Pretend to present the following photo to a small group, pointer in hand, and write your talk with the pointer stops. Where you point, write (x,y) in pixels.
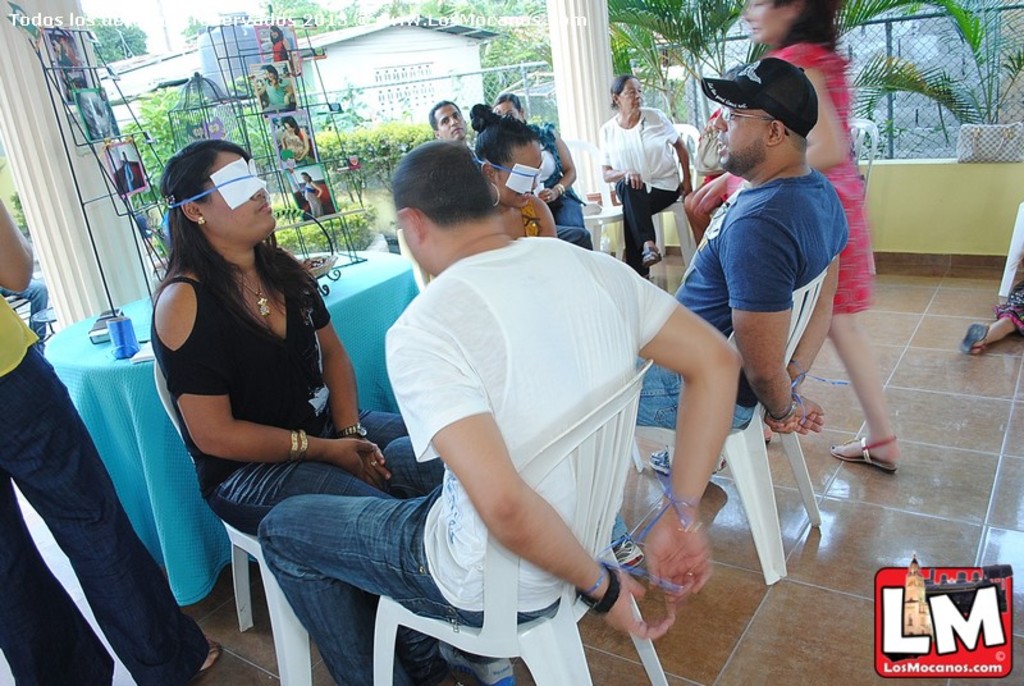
In this image, we can see some plants (428,126). There is a table (91,392) on the left side of the image (82,378). There are magazines (114,132) in a stand (136,193) which is in the top left of the image (116,84). There is a shed (440,35) at the top of the image (461,35). There are some persons (484,118) in the middle of the image (612,391) wearing clothes (731,280) and sitting on chairs (681,212). There is a person (852,275) on the right side of the image (851,261) walking on the floor (931,430). There are person legs (101,556) in the bottom left of the image (137,597).
